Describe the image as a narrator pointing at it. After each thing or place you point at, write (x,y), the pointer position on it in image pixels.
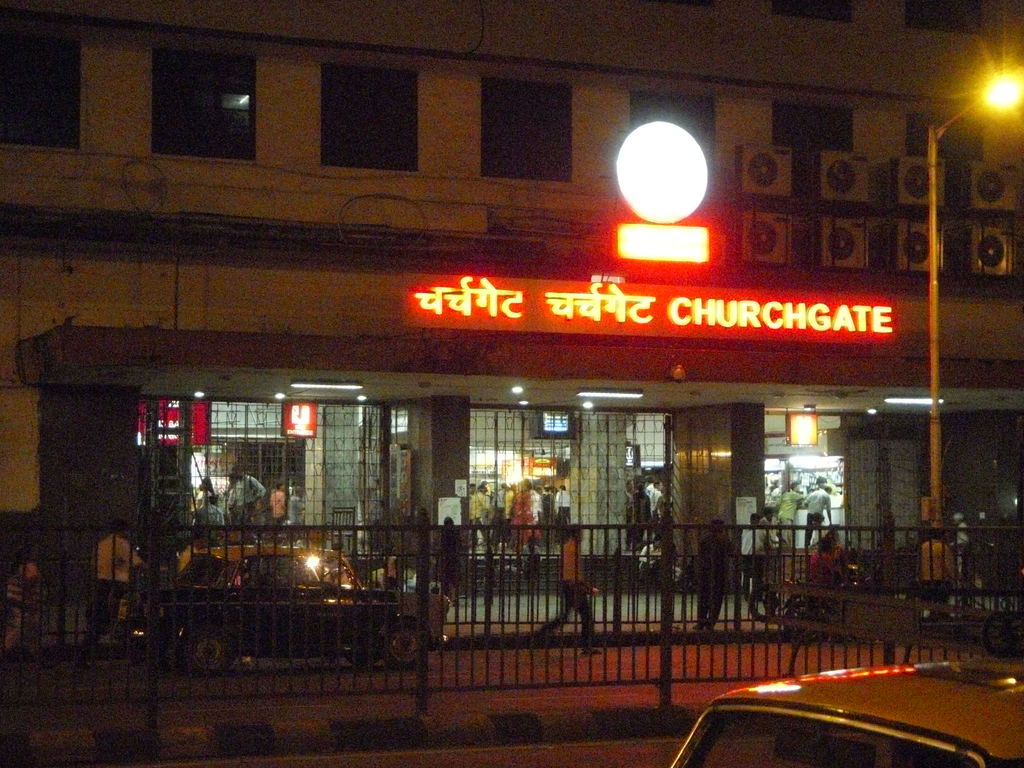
In this image there are cars (736,732) on a road (595,765), in the middle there is a railing (910,528), in the background (914,544) there is a footpath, on that footpath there are people (447,524) walking and there is a light pole (937,167), a building (447,434) in that building (469,414) there are people (817,482) standing and there is some text (755,305).
